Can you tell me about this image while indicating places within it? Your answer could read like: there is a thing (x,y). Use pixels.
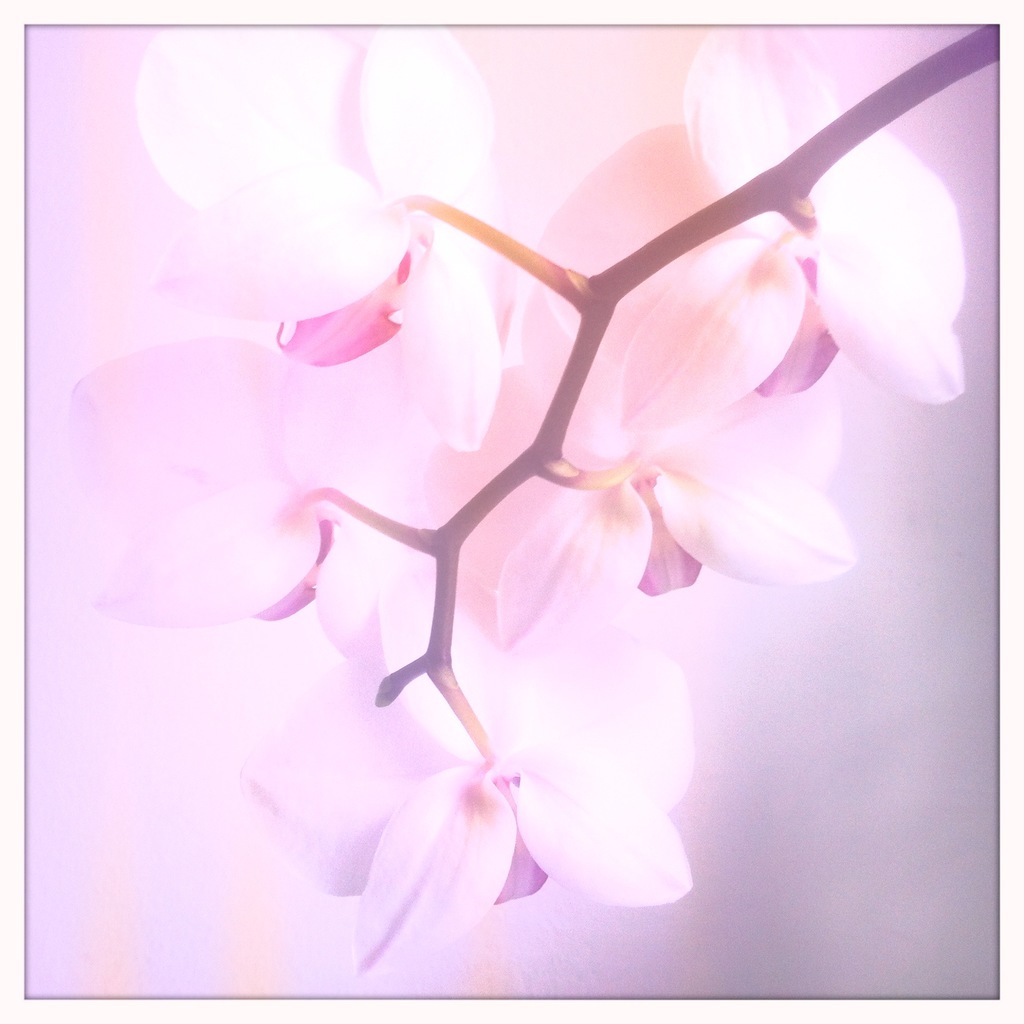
In this picture there are flowers (608,347) in the center of the image (665,479), which are pink in color.
